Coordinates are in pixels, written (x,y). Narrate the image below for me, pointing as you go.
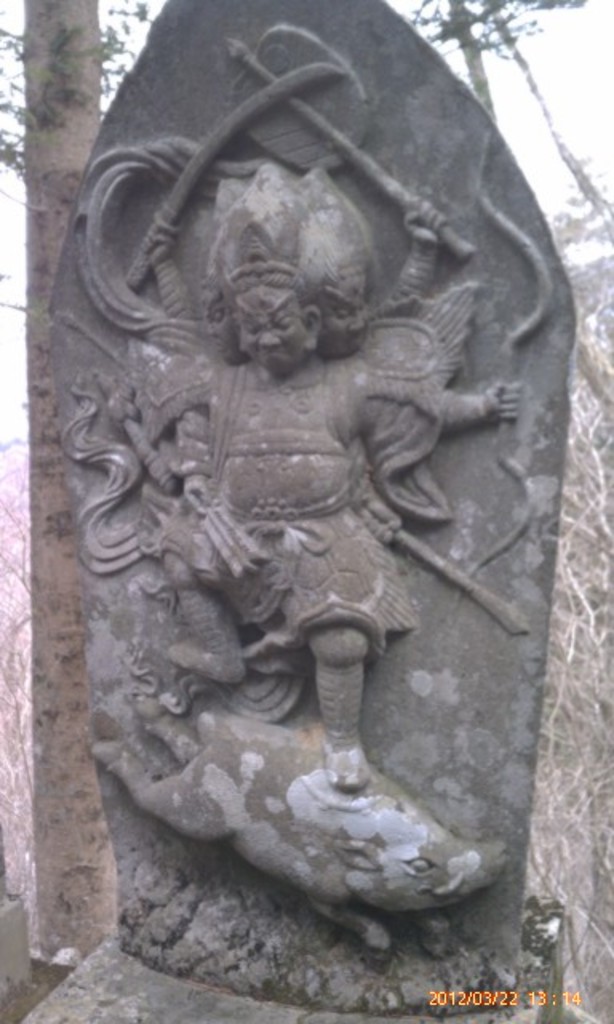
In this picture I can see the rock carving (313,547). I can see trees (577,280) in the background (577,280).
